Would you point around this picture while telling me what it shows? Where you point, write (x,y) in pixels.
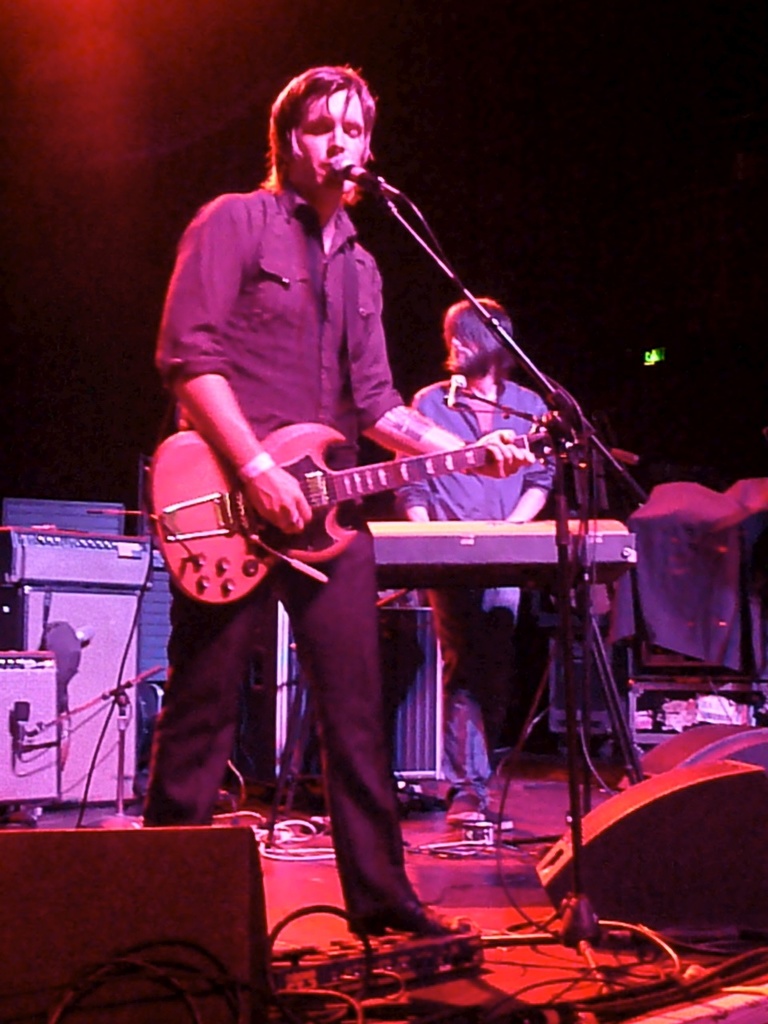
In this image i can see a man (330,192) standing, holding a guitar (174,449) in his hands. I can see microphone (353,172) in front of him. In the background (468,367) i can see a person (467,323) standing and some musical instruments (428,552).
